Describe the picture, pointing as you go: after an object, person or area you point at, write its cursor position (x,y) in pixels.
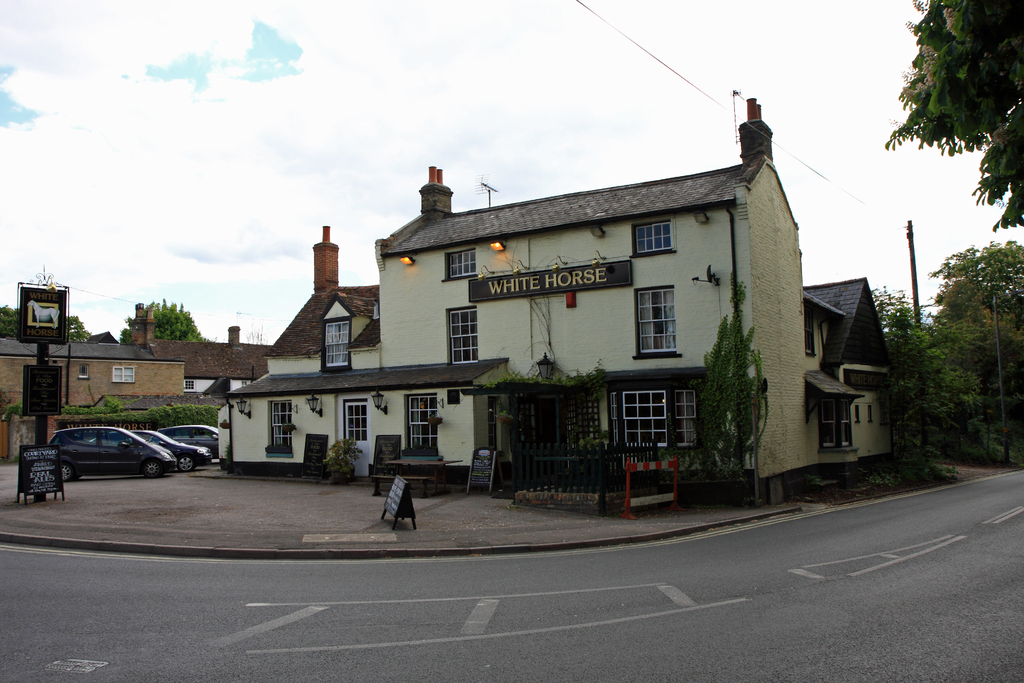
In this picture there is a white house (782,431) in the center of the image (556,333) and there are other houses (5,382) on the left side of the image (147,382), there are cars (162,441) on the left side of the image (148,430) and there are poles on the right side of the image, there are trees (1003,176) in the background area of the image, there is sign pole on the left side of the image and there is a notice board (61,469) at the bottom side of the image (45,469).
